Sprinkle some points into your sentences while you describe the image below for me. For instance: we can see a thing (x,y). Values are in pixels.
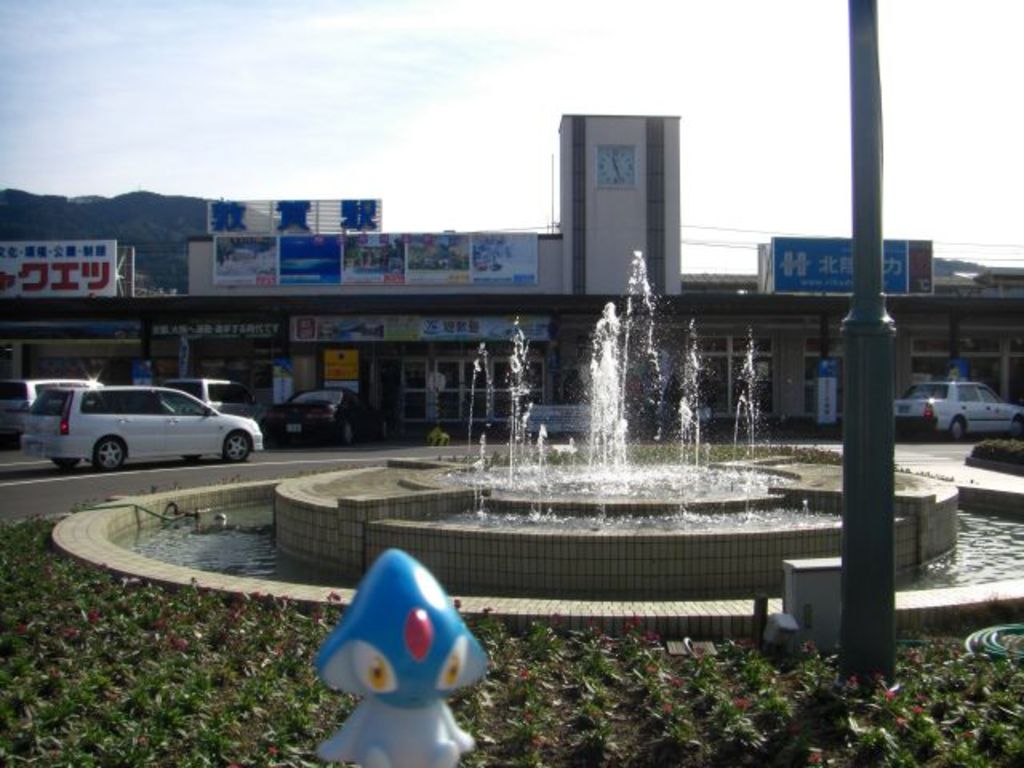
There are vehicles (1022,407) on the road (326,447). Here we can see water (541,515), fountain (689,462), pole (871,650), stores (896,378), clock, and boards (44,267). In the background (923,57) we can see a mountain (134,192) and sky (734,174).
